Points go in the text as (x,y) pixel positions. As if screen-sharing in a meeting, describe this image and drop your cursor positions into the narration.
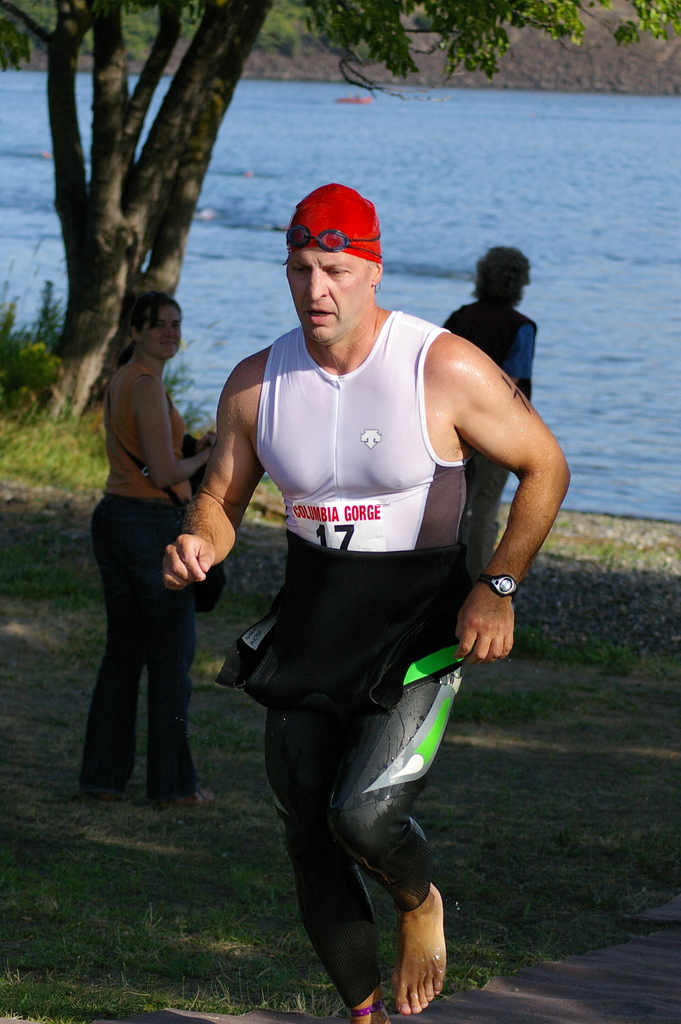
This image consists of a man (355,696) running. In the background (98,505), there are two persons (114,716) standing on the ground (64,915). At the bottom (126,928), there is green grass (121,930). In the background (177,125), there is water (286,116) along with a tree (80,47).
